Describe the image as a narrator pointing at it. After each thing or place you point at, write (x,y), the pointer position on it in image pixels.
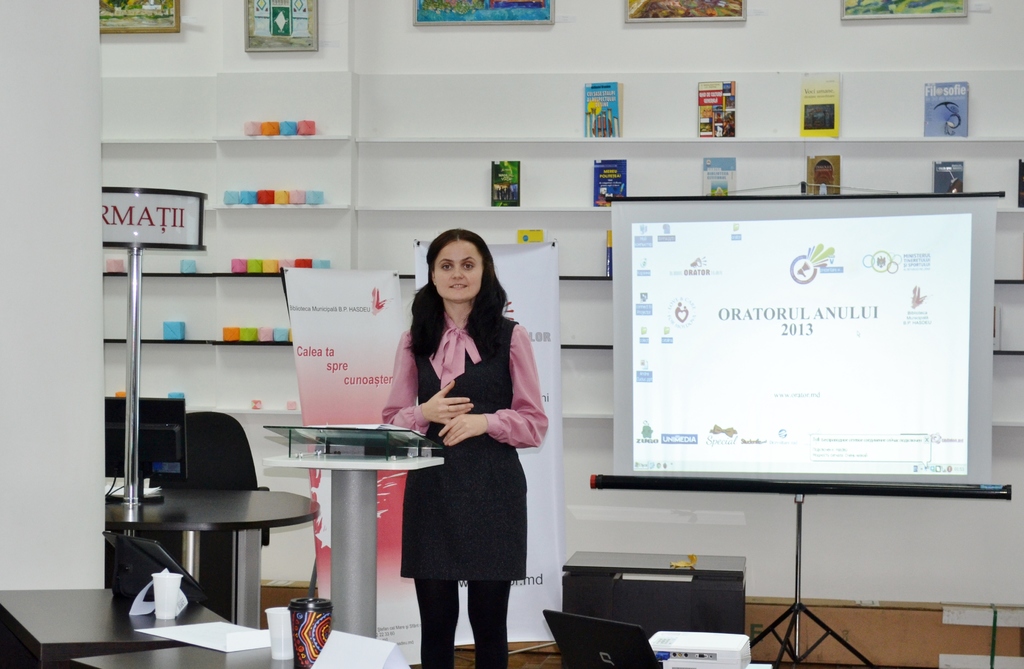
This image is clicked inside a room (186,209). There is a woman (527,373) wearing a black dress (463,535). To the right (763,302), there is a screen (767,472). In the background (692,69), there is a wall (226,78) and shelf (896,143) in which books (819,118) are kept. To the left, there is a table (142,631) on which a monitor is there.
